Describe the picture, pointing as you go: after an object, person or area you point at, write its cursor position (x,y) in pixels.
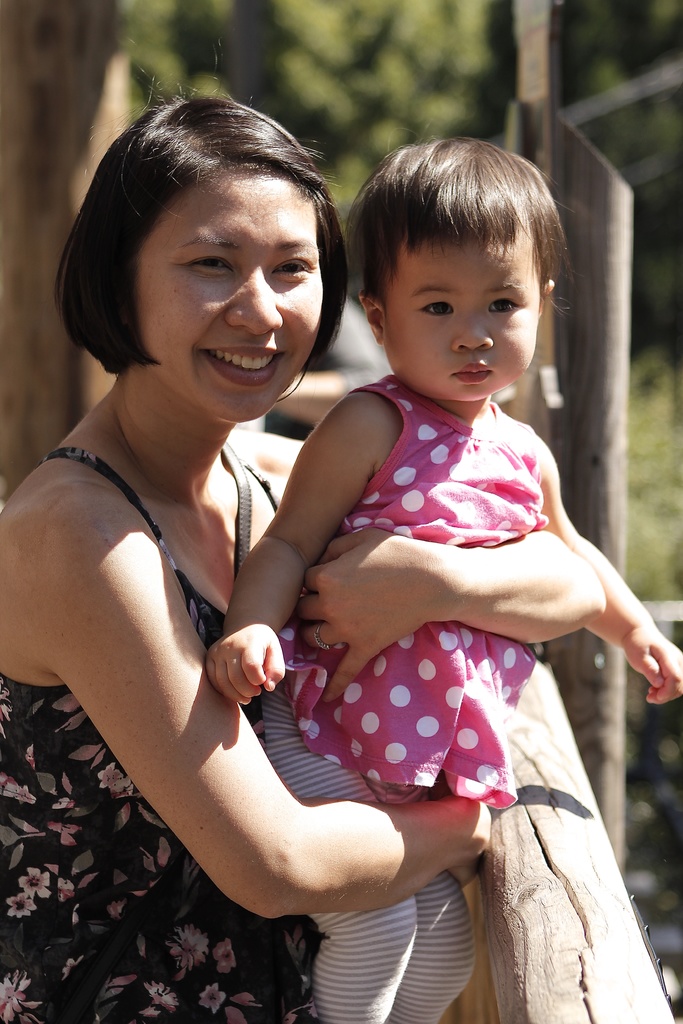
Here we can see a woman (178,978) holding a kid (433,486) with her hands (460,618) and she is smiling. There is a blur background (408,112) with greenery (409,11).
